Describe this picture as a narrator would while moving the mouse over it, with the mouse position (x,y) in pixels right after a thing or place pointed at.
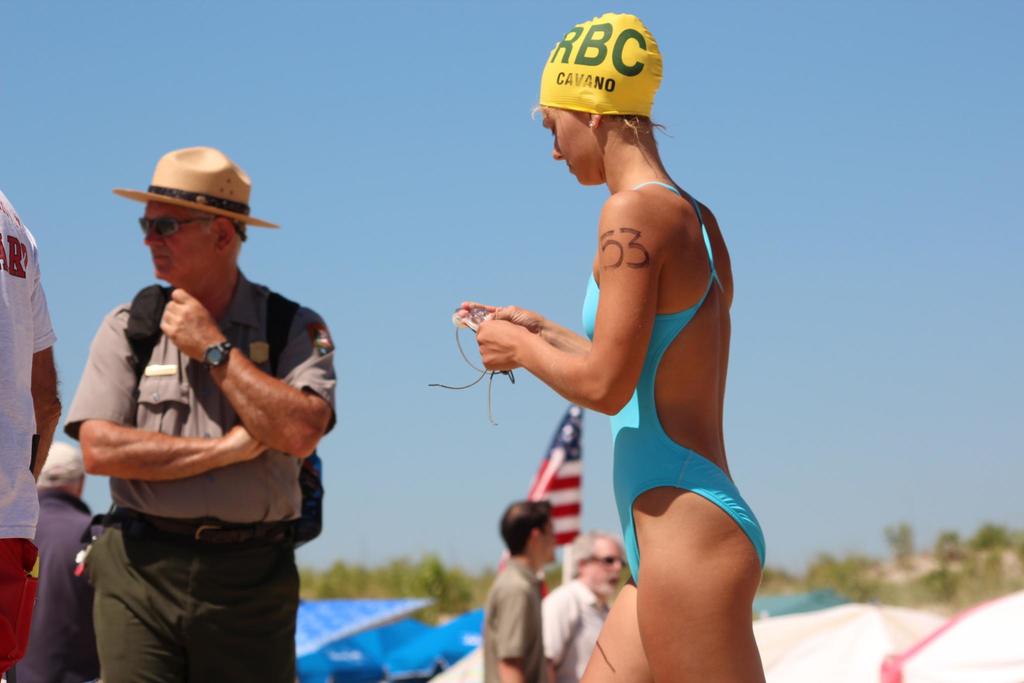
In the center of the image (648,274) we can see persons (299,467) standing. In the background (535,452) we can see trees (457,601), umbrellas (774,608) and sky (776,76).
